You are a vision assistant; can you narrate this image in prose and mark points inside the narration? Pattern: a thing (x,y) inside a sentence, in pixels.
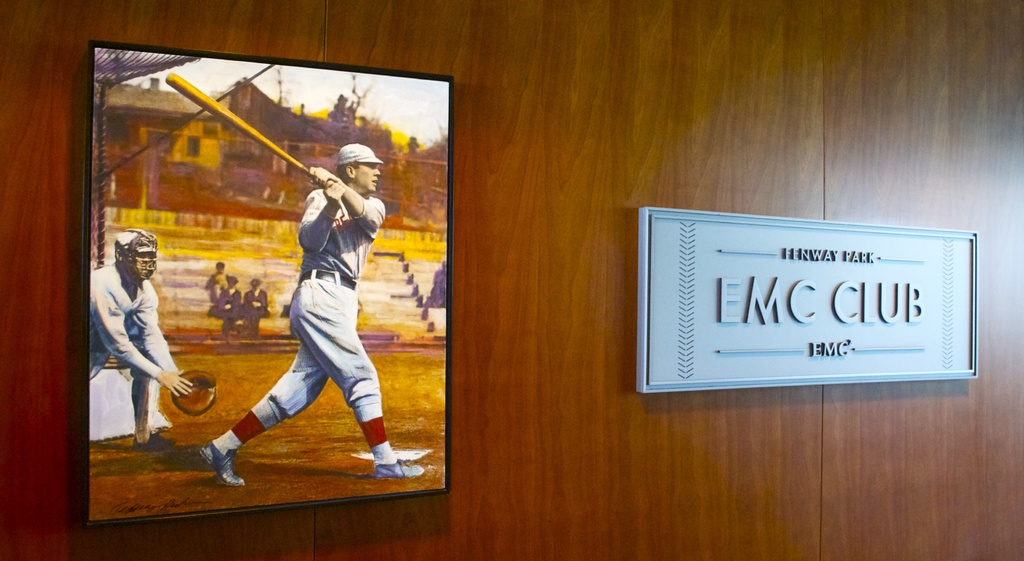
In this image I can see a photo frame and a name board (852,349) on a wooden surface (503,304).
